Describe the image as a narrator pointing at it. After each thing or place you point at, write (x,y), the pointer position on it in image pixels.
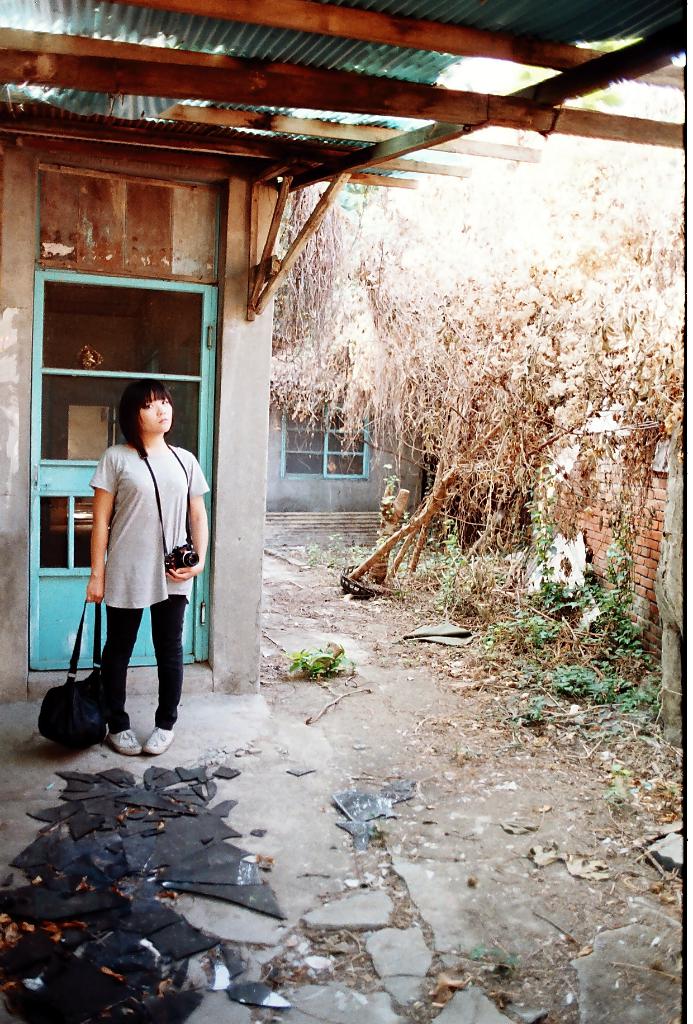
On the left side of the image (151,420) there is a lady (164,421) standing holding a bag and a camera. In the background of the image (161,365) there is a door (74,285). There is a house (114,205). There are dry plants (383,347). At the bottom of the image (283,869) there is ground (295,948).
